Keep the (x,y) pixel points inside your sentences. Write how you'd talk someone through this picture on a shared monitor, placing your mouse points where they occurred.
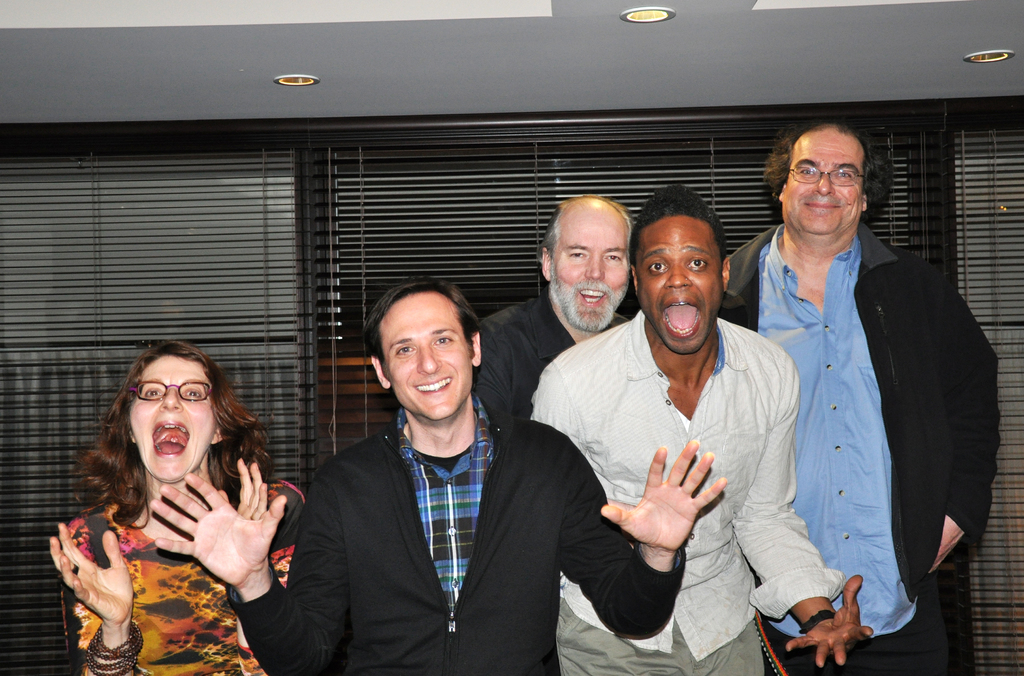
In this image we can see people (742,443) standing on the floor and smiling. In the background (583,56) we can see grills (393,185) and electric lights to the roof (879,38).
